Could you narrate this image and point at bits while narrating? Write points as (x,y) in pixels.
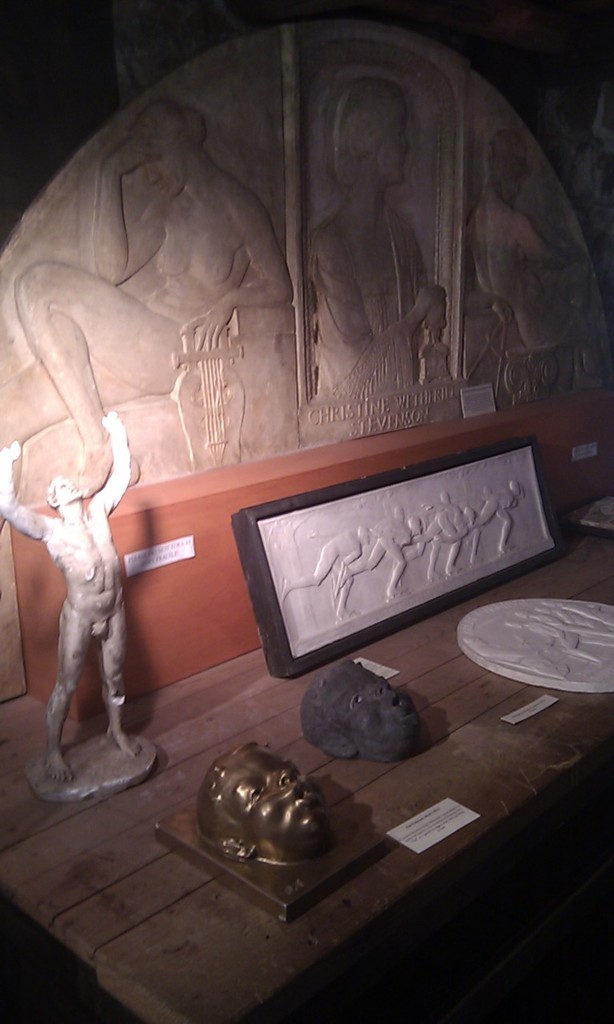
In this image there is a table (599,577) and we can see sculptures (373,693) placed on the table (174,947). In the background (183,260) there is a wall (551,56) and we can see carving (301,263) on the wall (362,229).
